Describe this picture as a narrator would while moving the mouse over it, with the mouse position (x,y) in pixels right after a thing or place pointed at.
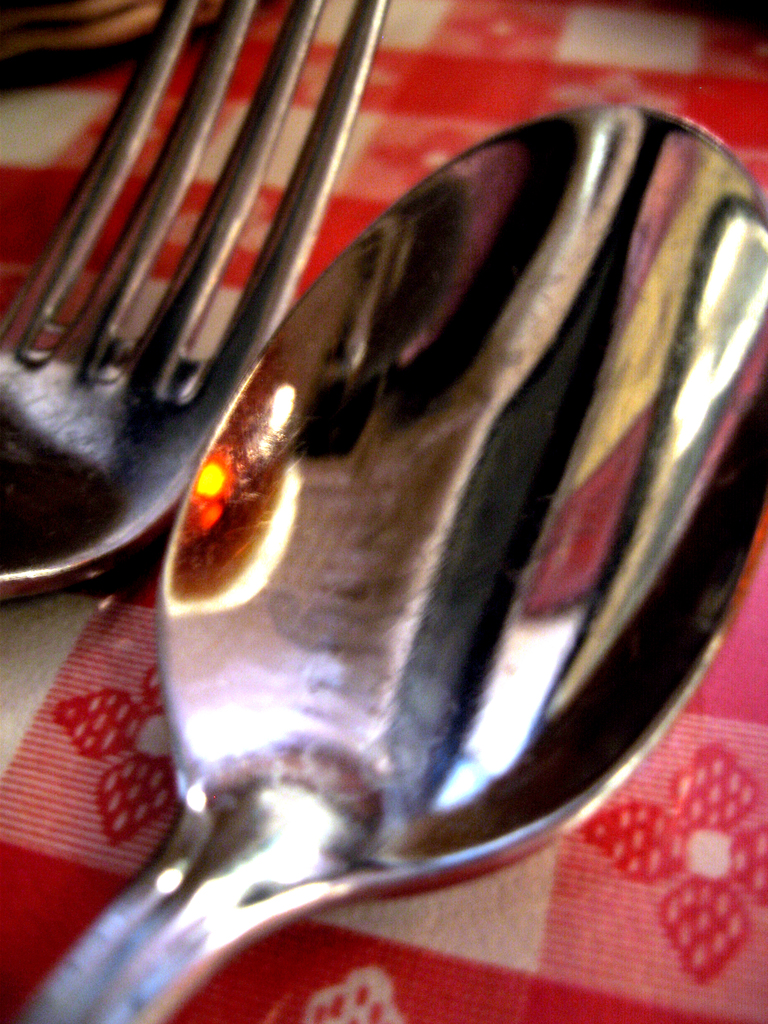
In this image I can see a red colour cloth (50,657) and on it I can see a spoon (223,482) and a fork (107,451).
